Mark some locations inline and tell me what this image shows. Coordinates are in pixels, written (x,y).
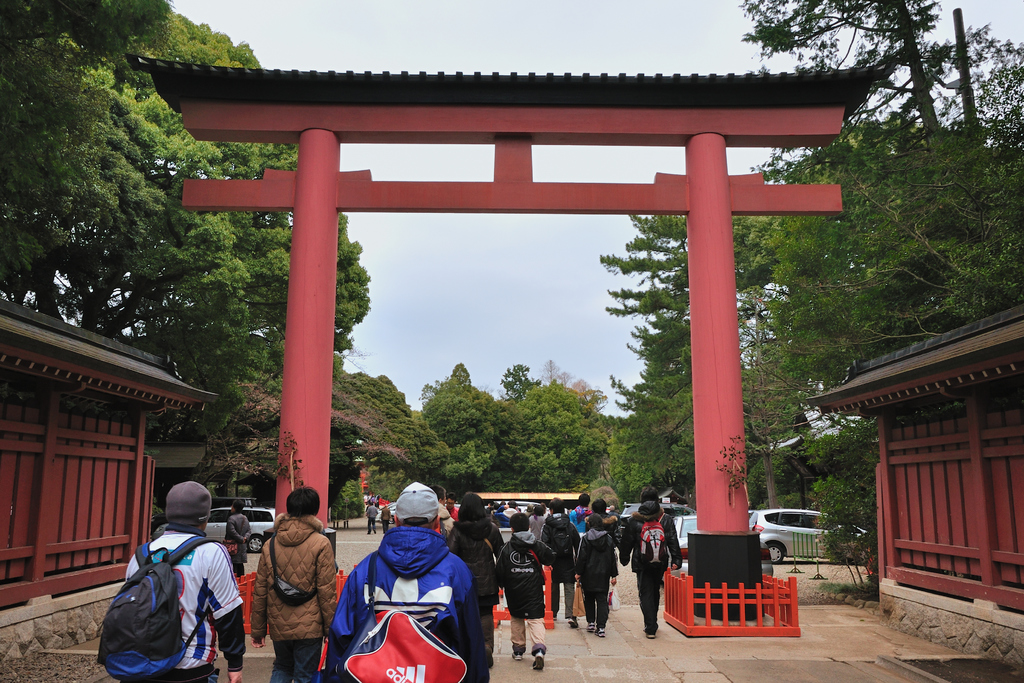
In this image there are a few people (450,589) walking, in front of them there is an arch (701,533), besides the arch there are two wooden houses (70,436), in the background of the image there are vehicles (684,538) parked, behind them there are wooden houses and trees (646,340).
